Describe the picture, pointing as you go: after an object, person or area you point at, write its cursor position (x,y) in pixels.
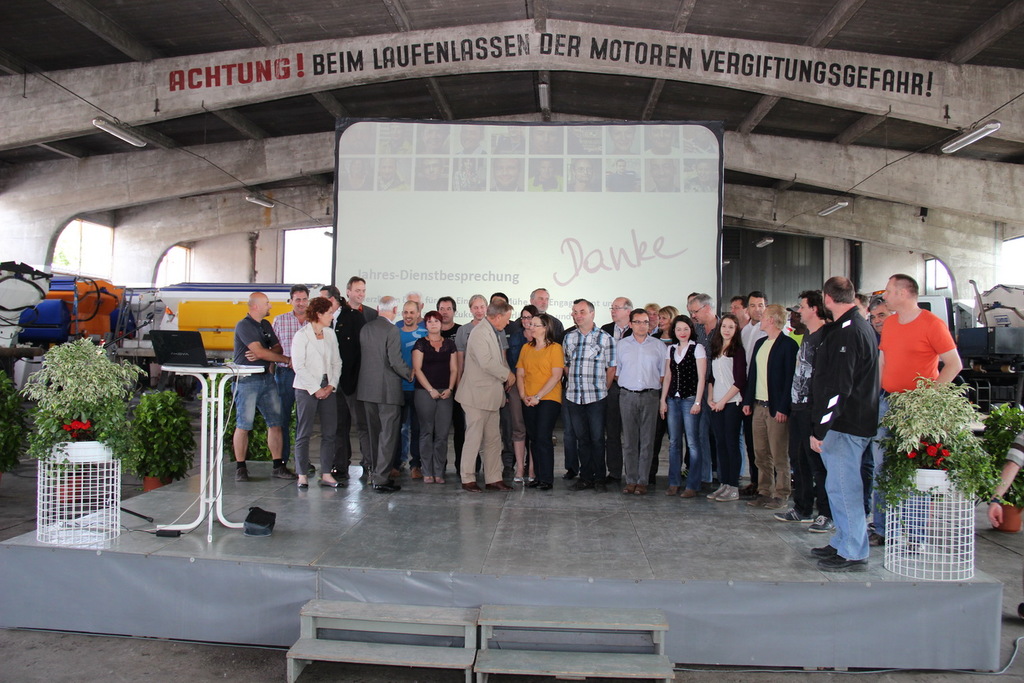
In this image in the middle (492,366) there is a man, he wears a suit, trouser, shoes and there is a woman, she wears a t shirt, trouser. On the right (915,362) there is a man (915,362), he wears a red t shirt (891,384), trouser (876,453), shoes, in front of him there is a man (855,385), he wears a jacket (854,364), trouser (859,532), shoes (831,552). On the left (317,360) there is a woman (314,375), she wears a suit (330,367), trouser (329,427), behind her there is a man (263,344), he wears a t shirt (277,340), trouser (248,416), shoes (277,474). In the middle (492,338) there are many people (390,357). On the left (105,421) there are plants (175,395), table (224,373), laptop (185,345) and some other items (128,317). On the right (968,463) there are plants (961,471), people (801,358). At the bottom (562,560) there is a stage (488,601) and staircase (504,661). In the background (613,267) there is screen (653,232), roof (703,70), text (825,83), lights (836,211).
